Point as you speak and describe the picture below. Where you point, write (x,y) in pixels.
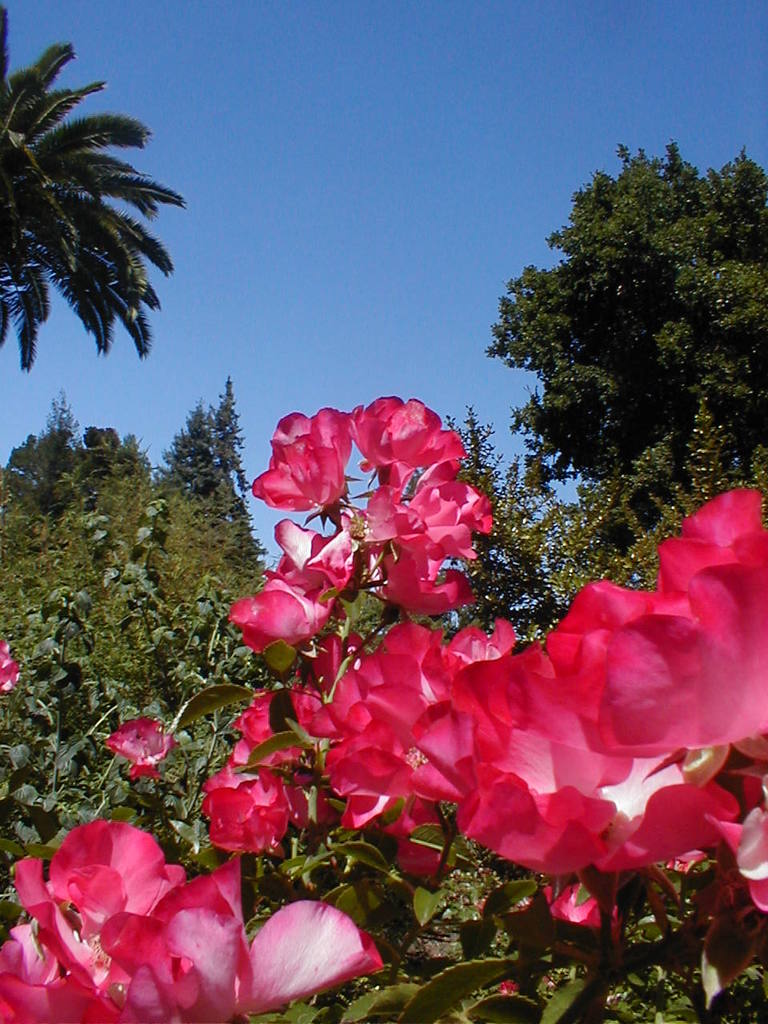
In the image in the center (421,529) we can see trees (56,486), plants (89,746) and few flowers (441,779), which are in red color. In the background (412,303) there is a sky (338,187).
